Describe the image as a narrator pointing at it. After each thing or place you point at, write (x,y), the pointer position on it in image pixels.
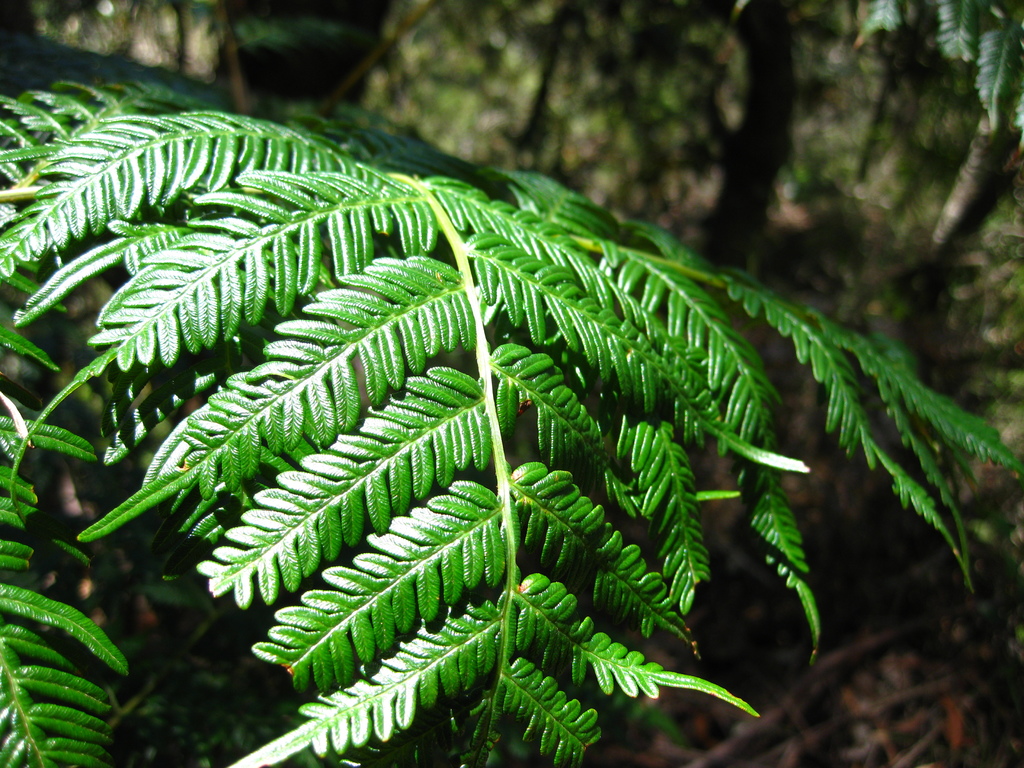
In this image in the front (227,355) there are leaves (272,434) and the background (770,87) is blurry.
